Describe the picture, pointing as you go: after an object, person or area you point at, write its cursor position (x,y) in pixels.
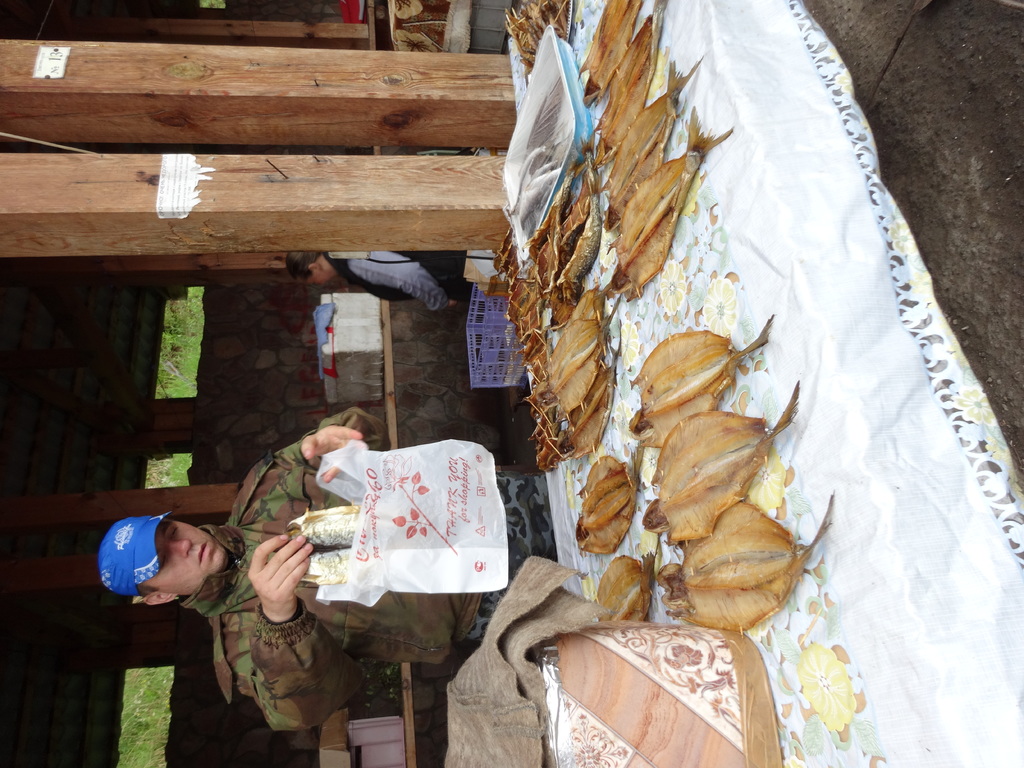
In the picture there is a shop (652,312) and a lot of fishes (663,387) are kept for sale, the shopkeeper (545,517) is putting two fishes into the cover (423,531), beside the shopkeeper (294,557) there are two wooden pillars (378,189) and behind the pillars (330,245) there is a man (391,277) standing in front of a white color box (335,333).
